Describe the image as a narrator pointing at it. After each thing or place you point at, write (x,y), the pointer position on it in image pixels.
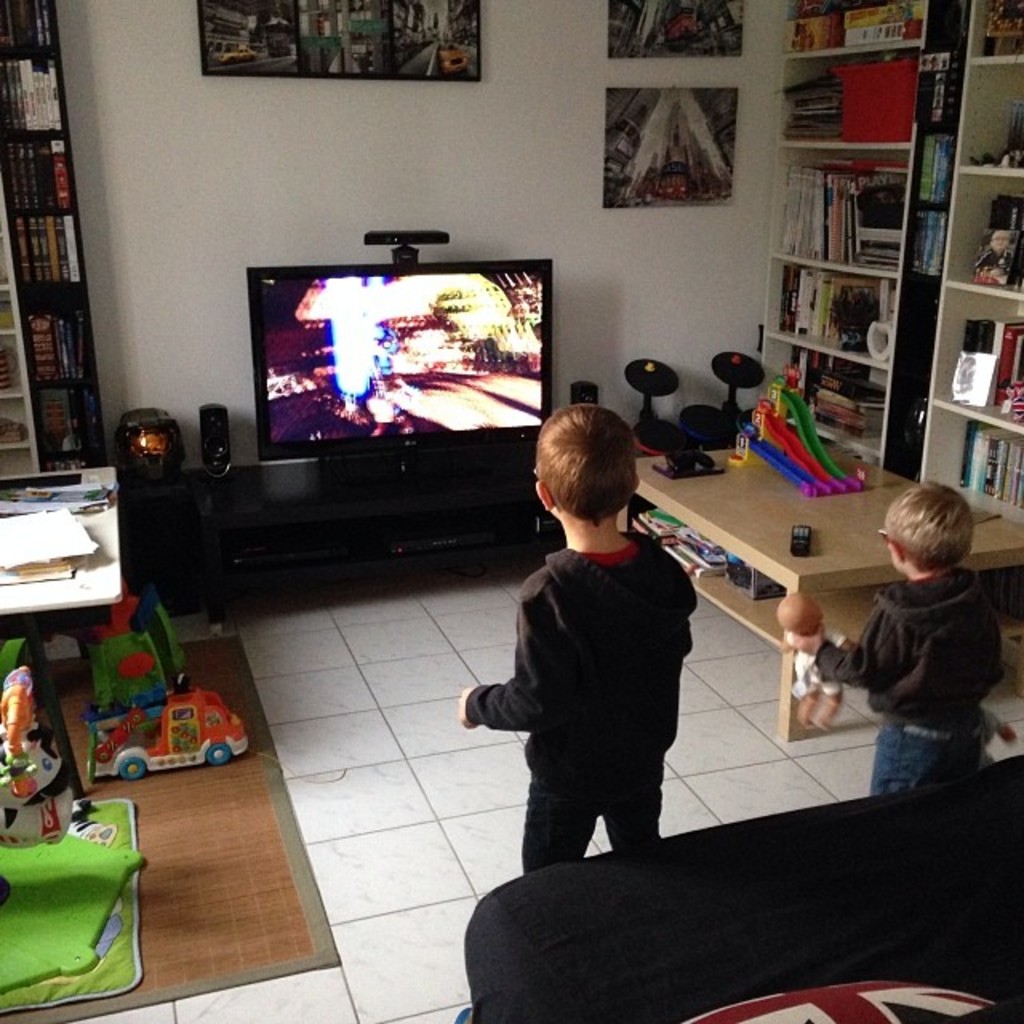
In this image I see 2 children (990,740) on the floor (290,735) and one of them is holding a doll (818,726). In front there is a T. V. and there are lot of photo frames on the wall (158,201). To the right (796,40) there is a rack (785,132) full of books (1011,203) and on the left (154,698) there is a table (99,569) and few toys (3,710) on the floor (418,695).
